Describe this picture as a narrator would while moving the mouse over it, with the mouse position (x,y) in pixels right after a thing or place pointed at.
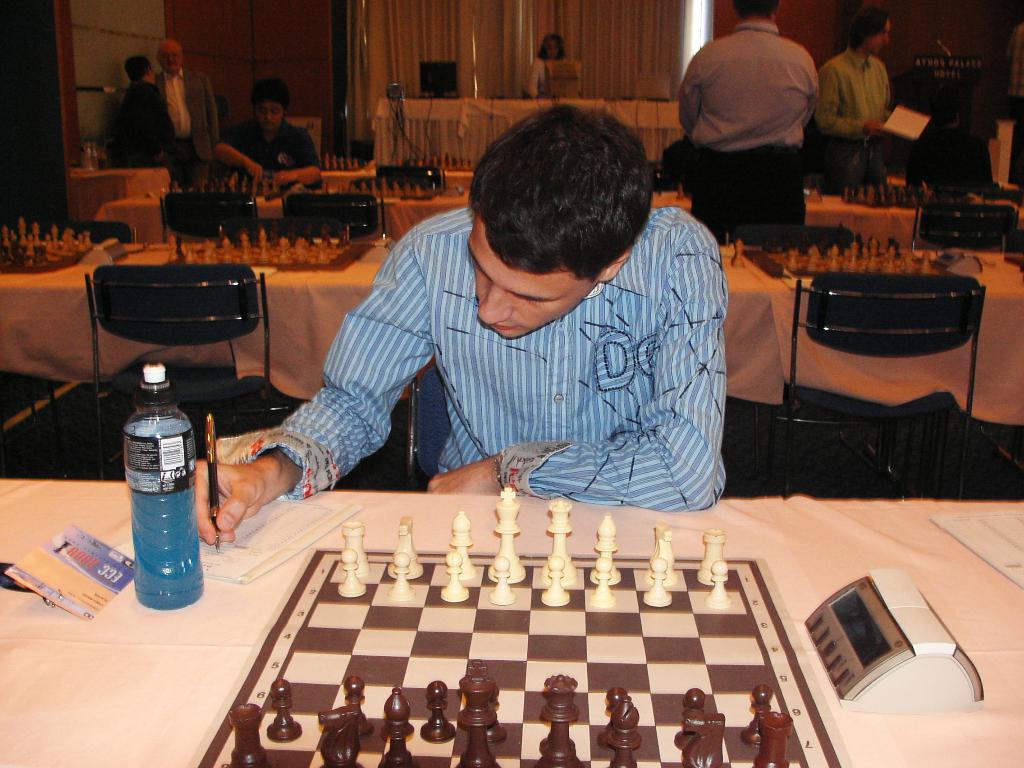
In this picture there is a man (565,482), he has a table (40,701) in front of him with the clock timer (860,622) there is a chess board (434,592) with pieces (694,722) arranged and there is a bottle (181,469) beside him he's writing with a pen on a sheet (270,540), in the background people (748,67) standing and sitting and many more chess tables (267,252) and chairs (301,232).
